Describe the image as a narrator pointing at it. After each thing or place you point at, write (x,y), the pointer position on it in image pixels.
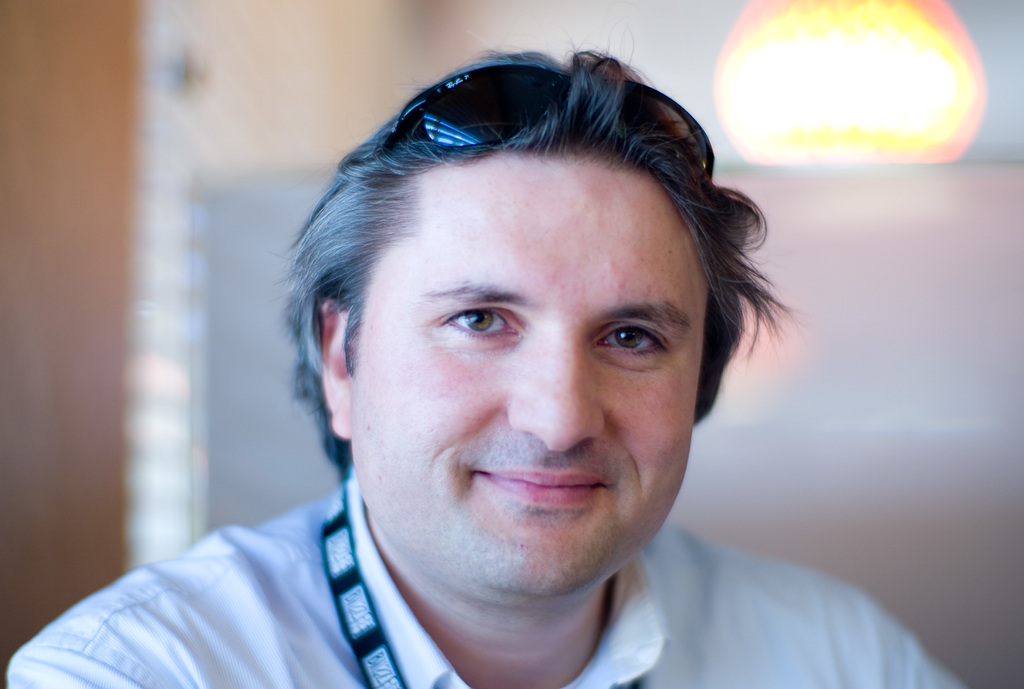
In this image I can see a person (223,613) wearing white shirt (258,615) and on his head (453,262) I can see black colored goggles (526,102). In the background (171,163) I can see the brown colored surface (99,192) and the white colored surface (408,21) which are blurry.
